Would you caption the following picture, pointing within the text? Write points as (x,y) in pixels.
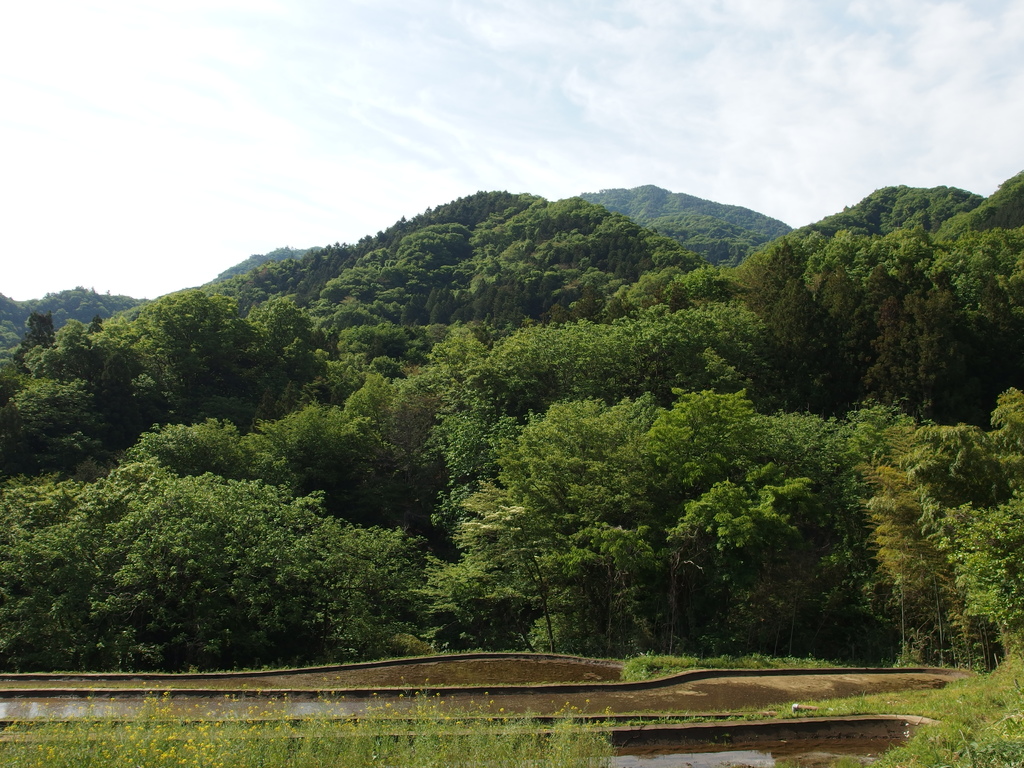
In the center of the image (364,434) there are trees (472,560). At the bottom (548,699) there is water (792,759) and we can see plants (514,735). In the background (699,227) there are hills (417,229) and sky (436,95).
